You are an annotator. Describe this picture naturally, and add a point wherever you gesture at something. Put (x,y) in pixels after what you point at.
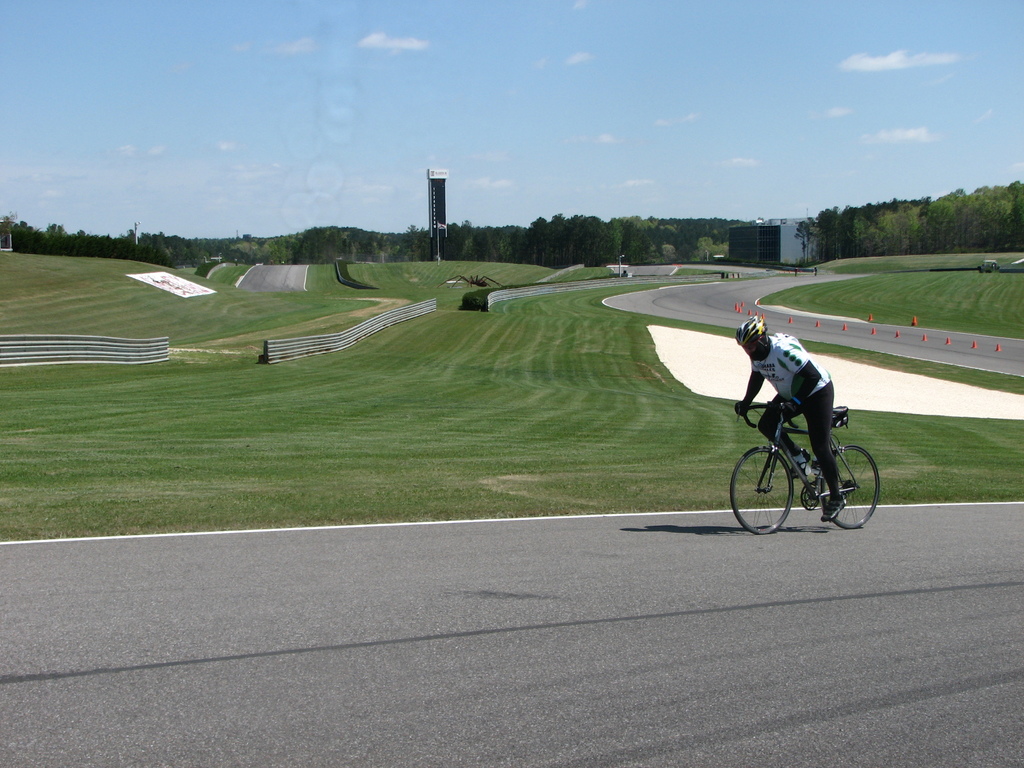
In this picture in the center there is a person (832,468) riding a bicycle (807,467) on the road (791,513). In the background (337,382) there is grass (449,376) on the ground (453,348), there is a fence (99,340), there are trees (511,254) and the sky (733,72) is cloudy and there is a tower (446,211).
